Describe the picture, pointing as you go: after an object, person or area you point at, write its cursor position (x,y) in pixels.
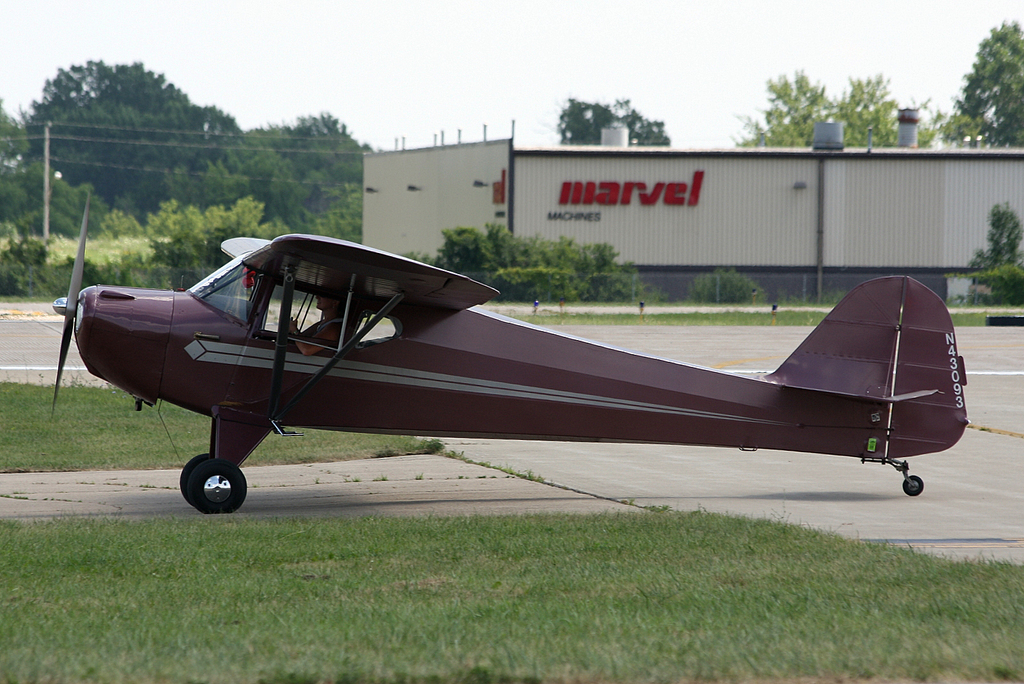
In the foreground (398,455) I can see an airplane (676,434) on the ground (460,466) and grass (447,549). In the background (43,246) I can see a godown (422,222), poles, wires (179,174) and trees (328,171). On the top (394,99) I can see the sky (543,87). This image is taken during a day.
